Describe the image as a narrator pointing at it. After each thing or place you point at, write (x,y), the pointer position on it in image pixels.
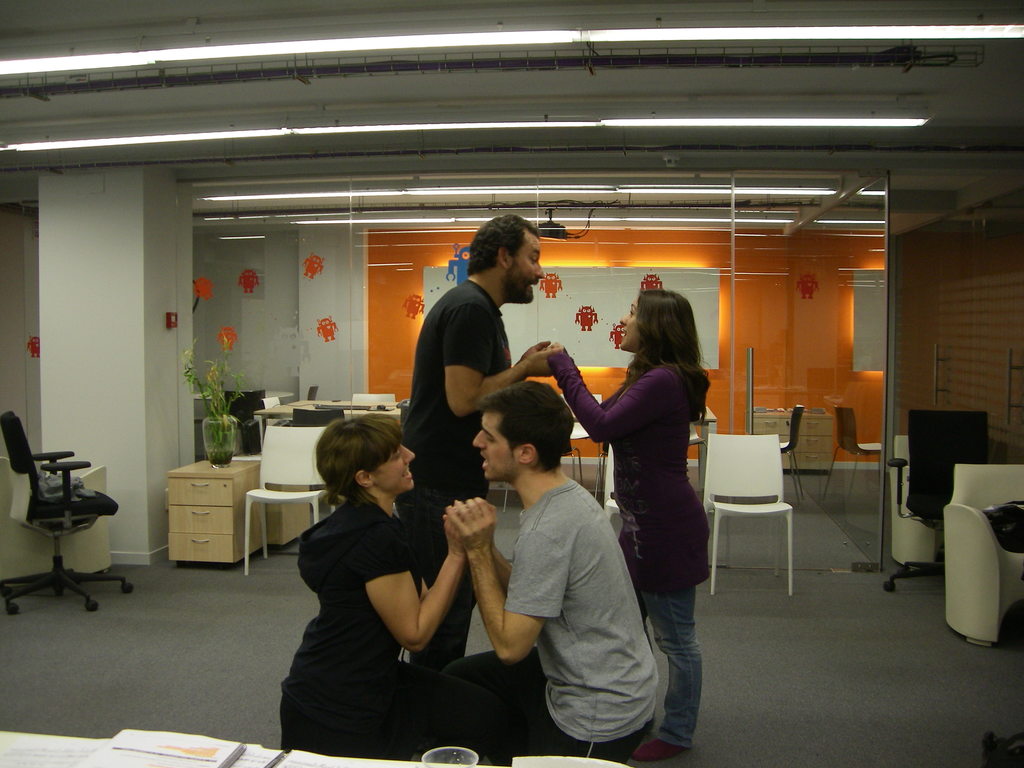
The image is inside the room (111,294). In the image there are four people (347,544) two men (525,516) and two woman (359,547). On right side (1001,489) we can see a couch (995,466) and chairs (746,485), left side (215,494) we can see a table (221,482), flower pot (218,430), plant (219,411) in background (551,264) there is a orange color wall (752,305).
